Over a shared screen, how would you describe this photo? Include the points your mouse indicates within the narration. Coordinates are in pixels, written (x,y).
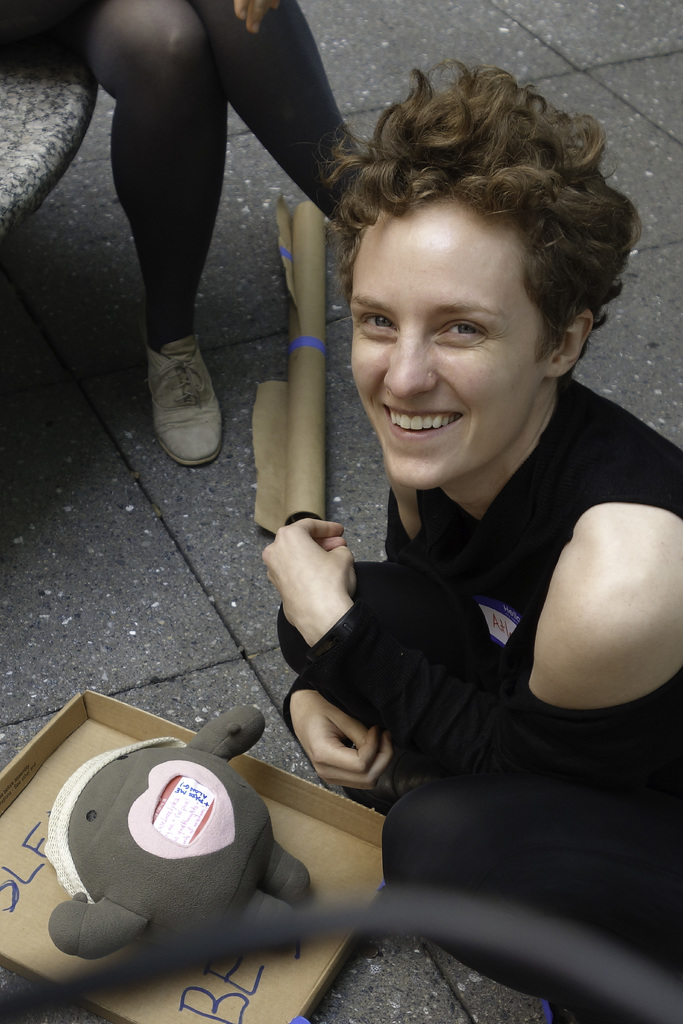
In this picture there is a woman (585,235) who is wearing black dress (534,607). She is in a squat position. Beside her we can see the doll (155,884), which is kept on the carton box (230,1017). In the top left corner (135,88) there is another woman (221,121) who is the wearing black dress (190,163) and white sneakers (202,381). She is sitting on the bench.
